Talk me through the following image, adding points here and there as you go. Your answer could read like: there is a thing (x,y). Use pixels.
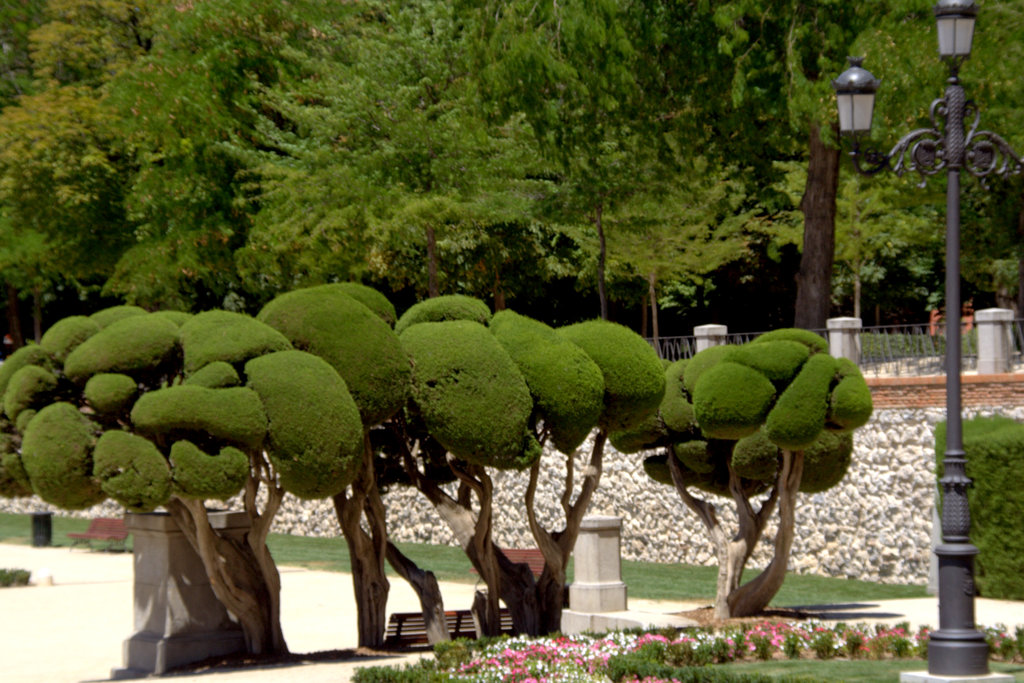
This is looking like a garden (310,580). On the right side (952,354), I can see a pole (939,583). Around this I can see the grass (806,669) and some flower plants (609,651). Here I can see two pillars (611,570) and many plants (325,379). In the background (677,577), I can see the grass (660,584) on the ground (672,590). Beside that there is a wall (895,397). On the top of the image (396,143) I can see the trees (304,105).
